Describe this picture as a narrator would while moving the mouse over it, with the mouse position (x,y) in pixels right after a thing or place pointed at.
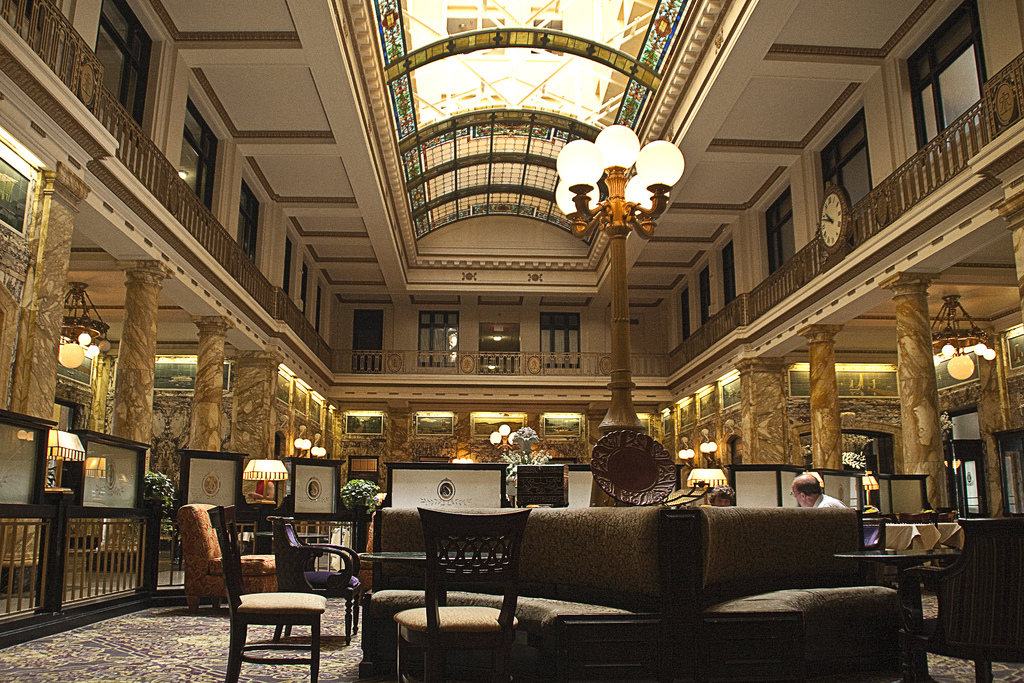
In this image, we can see the inside view of a building (872,349). Here we can see pillars (765,422), chandeliers (951,369), railings (577,369), walls (663,313), glass objects (423,490) and lights (972,365). At the bottom of the image (920,589), we can see chairs (1014,554), couches (392,549), floor (209,660) and few objects (539,482). On the right side of the image (832,233), we can see a clock (828,211). Top of the image (328,113), we can see the ceiling (425,202) and rods (536,39).
